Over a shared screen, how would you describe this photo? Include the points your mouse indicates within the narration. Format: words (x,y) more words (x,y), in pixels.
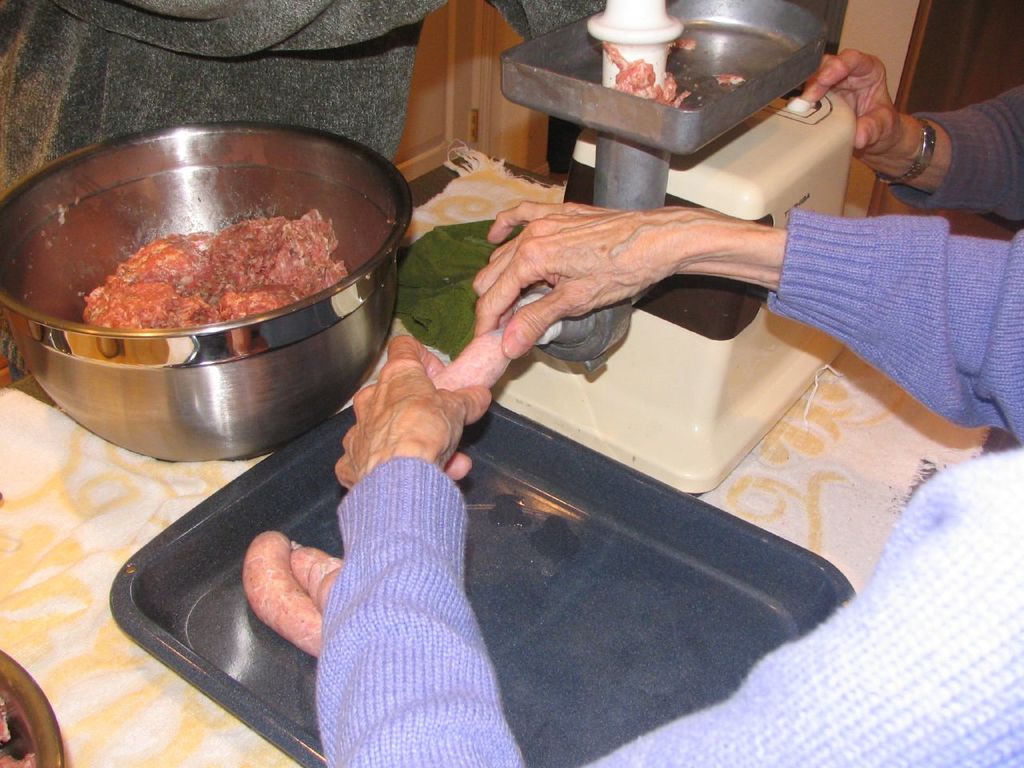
In this image I can see two people (916,596) with different color dresses (874,575). In-front of these people (633,233) I can see the machine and there is a tray (304,539) and bowl (226,391) with food (260,582). These are on the white and yellow color surface (118,562). I can see the grey color cloth (142,53) in the back (132,40).
